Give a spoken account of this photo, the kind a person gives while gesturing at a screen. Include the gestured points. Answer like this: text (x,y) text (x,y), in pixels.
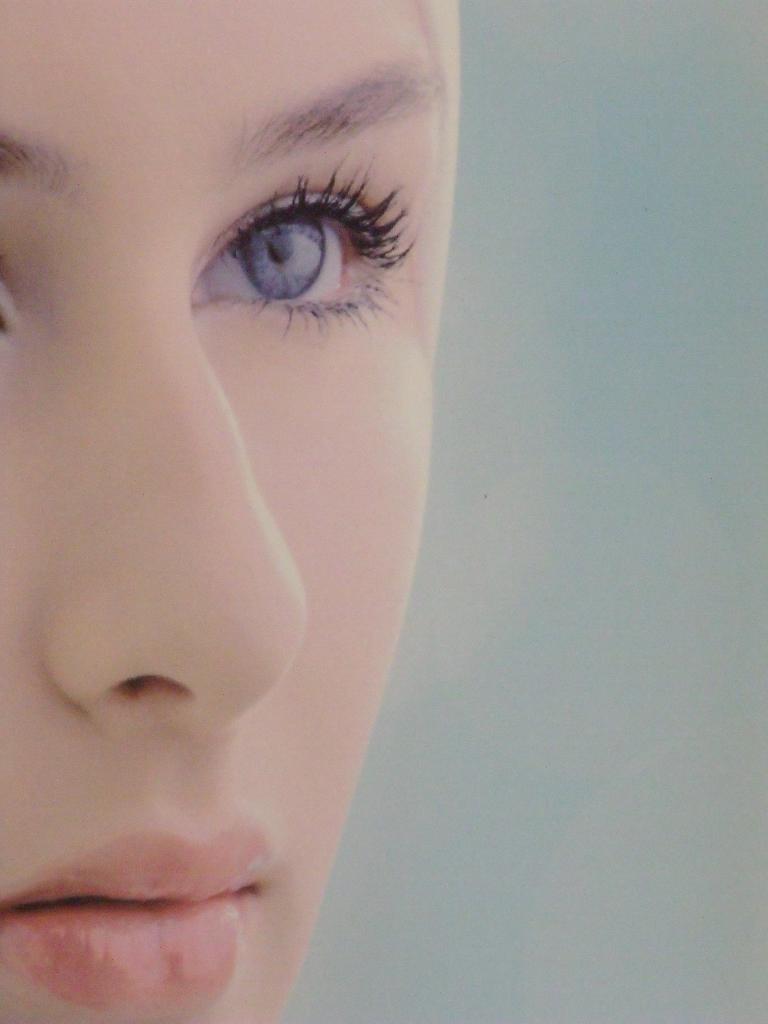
In this image there is a truncated woman (209,570).
